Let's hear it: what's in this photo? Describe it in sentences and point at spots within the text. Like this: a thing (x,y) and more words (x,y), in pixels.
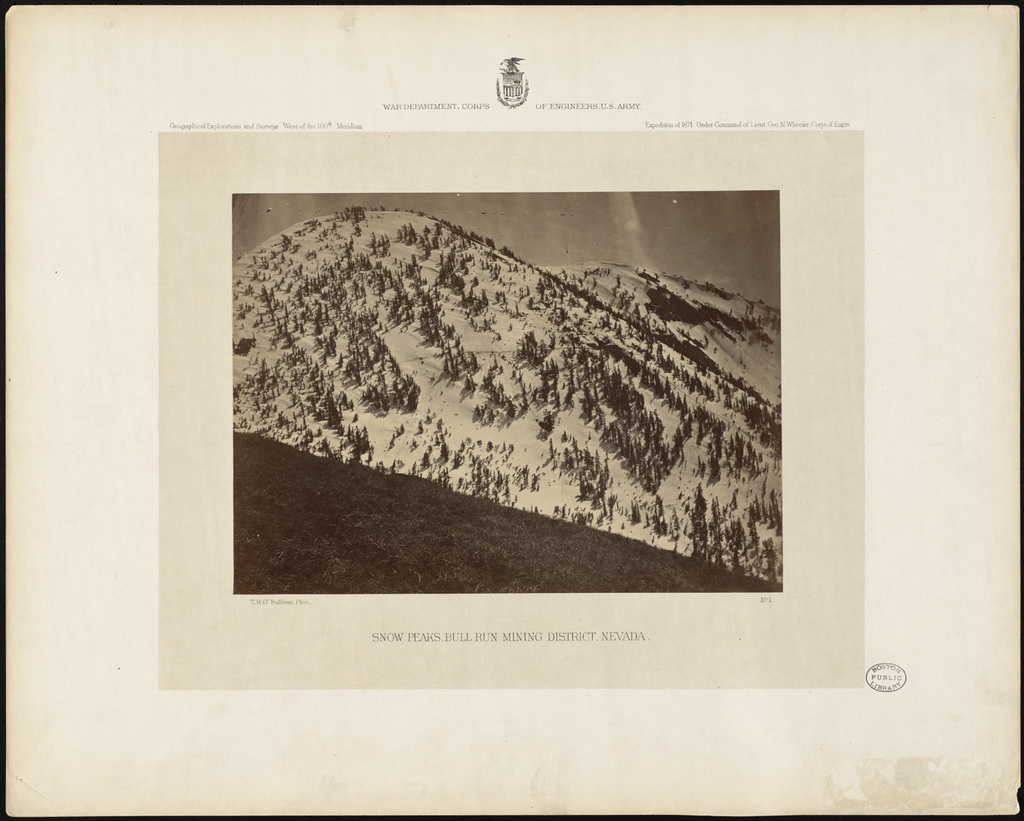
In this image there is a poster (420,585) with an image (460,535) of trees (706,536), mountains (576,366), sky (603,228) and there is some text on it.
